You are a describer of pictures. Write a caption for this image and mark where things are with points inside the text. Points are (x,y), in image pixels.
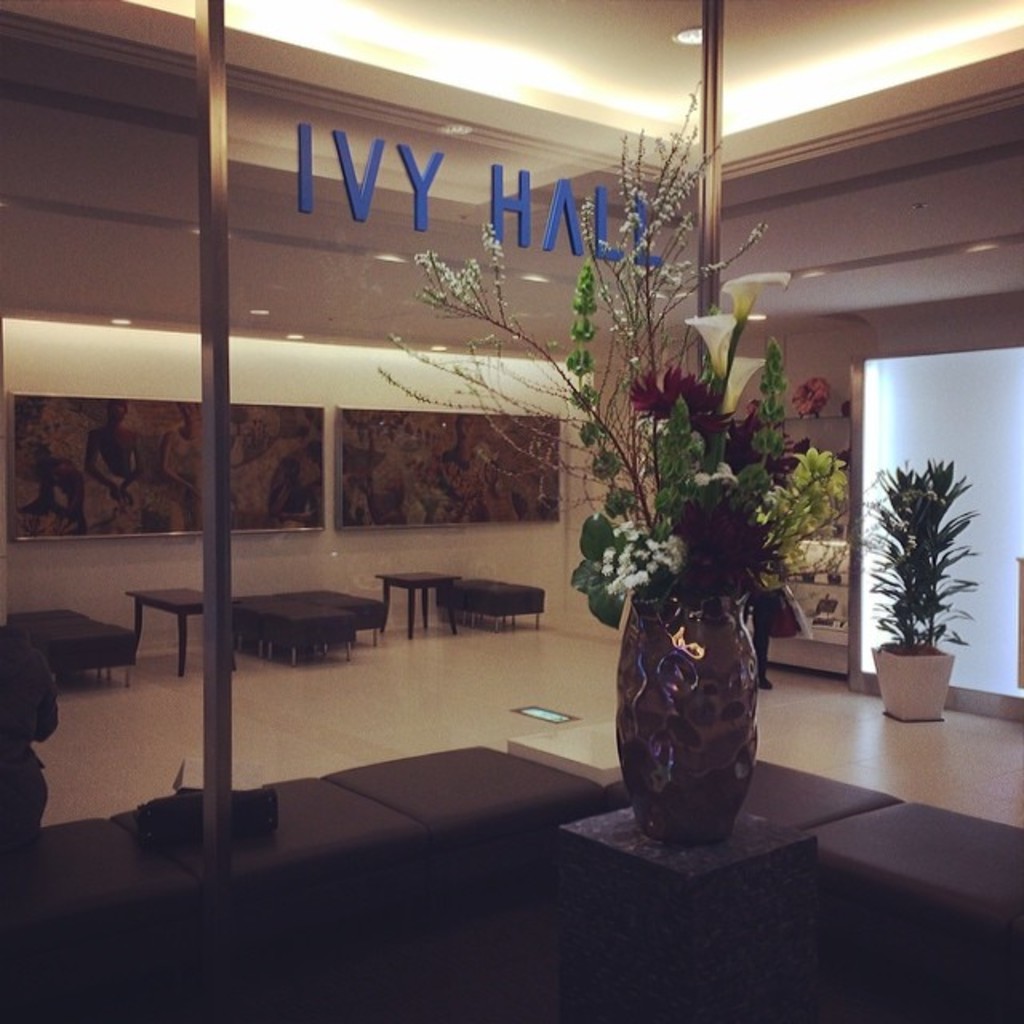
This is a room (661,884). In this room (661,884) there is a table (651,860). On the table (655,900) there is a vase (681,673) with many flowers (697,500) and plants (672,494). In the background (430,579) there are many tables (418,576) and chairs (320,618). Also there is a pot (921,674) with a plant (929,584). And there is a wall (249,350) with photo frame (320,445). There are pillars (710,247). And there is a name (550,232) on the wall (544,218). And in the back (841,560) there is a cupboard (821,593). Inside cupboard (824,437) there are many items (835,582) kept.
